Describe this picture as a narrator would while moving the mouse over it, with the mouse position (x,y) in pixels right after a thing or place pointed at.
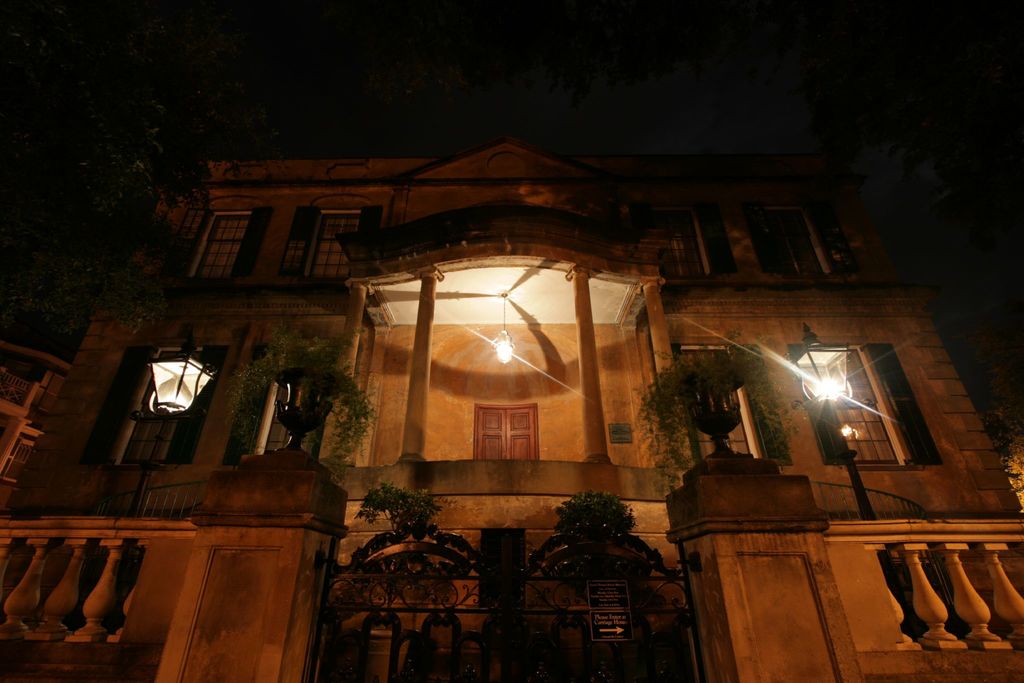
This image consists of building (547,485). There are plants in the middle (352,404). There are lights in the middle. It has windows (880,415).
